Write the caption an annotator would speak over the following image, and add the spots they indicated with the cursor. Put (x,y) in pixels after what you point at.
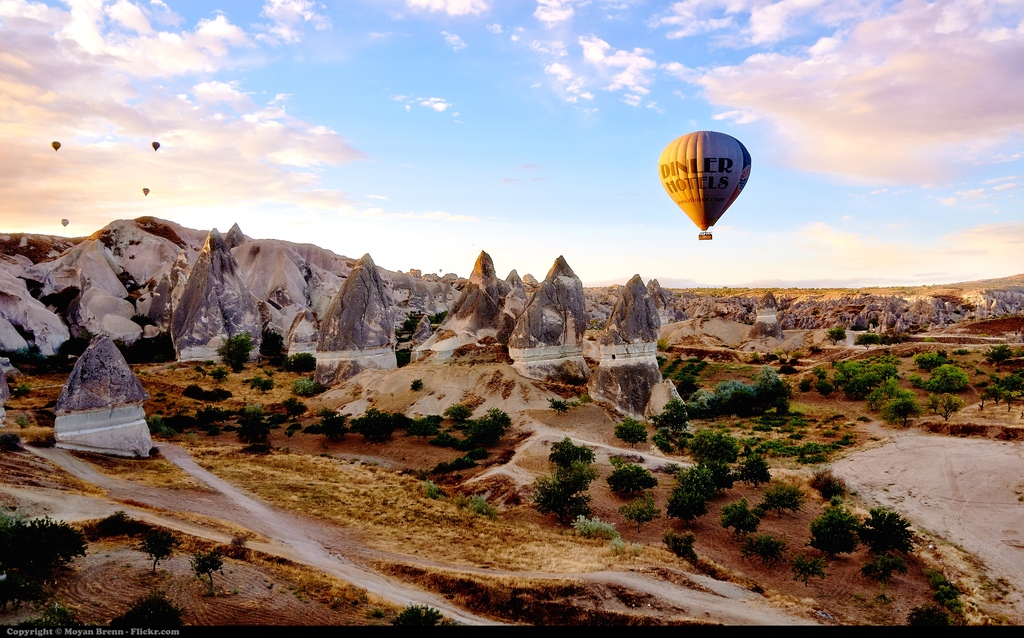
In this image I can see number of trees (916,362) in a open ground (425,401). I can also see few balloons (708,227) in the sky (490,228).
